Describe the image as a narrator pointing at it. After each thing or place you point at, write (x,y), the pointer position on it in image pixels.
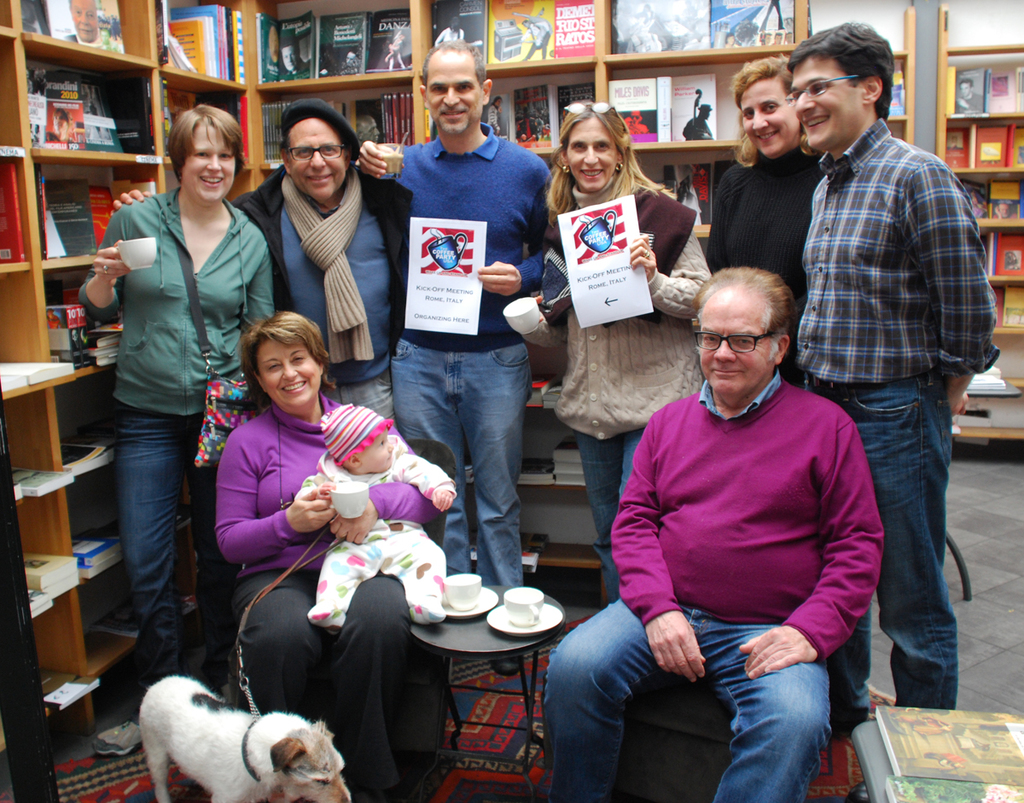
Here we can see two persons (392,594) are sitting on the chairs (638,736). She is holding a baby (411,551). This is table (455,654). On the table (469,628) cups (530,613) and saucers (504,621). There is a dog (270,726). Here we can see some persons (491,151) are standing on the floor (988,627). On the background (728,104) there is a rack (728,104) and these are the books (142,146).
